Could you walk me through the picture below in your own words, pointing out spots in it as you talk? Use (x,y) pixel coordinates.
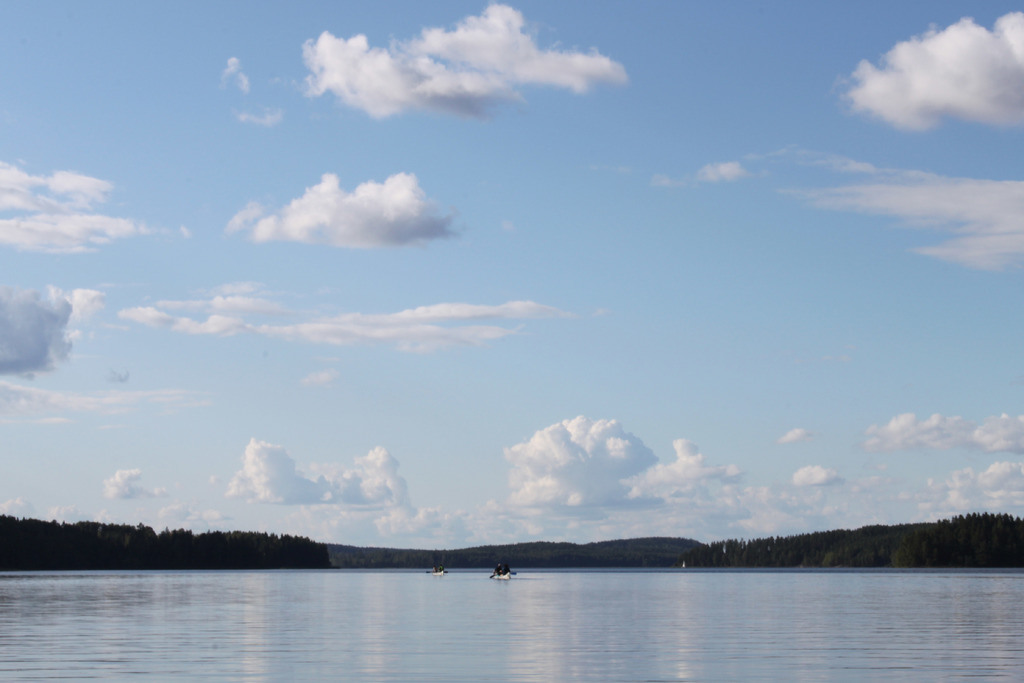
At the bottom of the image (444,571), we can see few people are sailing boats (505,575) on the water (481,647). Here we can see trees (427,567) and hills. Background (911,494) there is a cloudy sky (313,315).
